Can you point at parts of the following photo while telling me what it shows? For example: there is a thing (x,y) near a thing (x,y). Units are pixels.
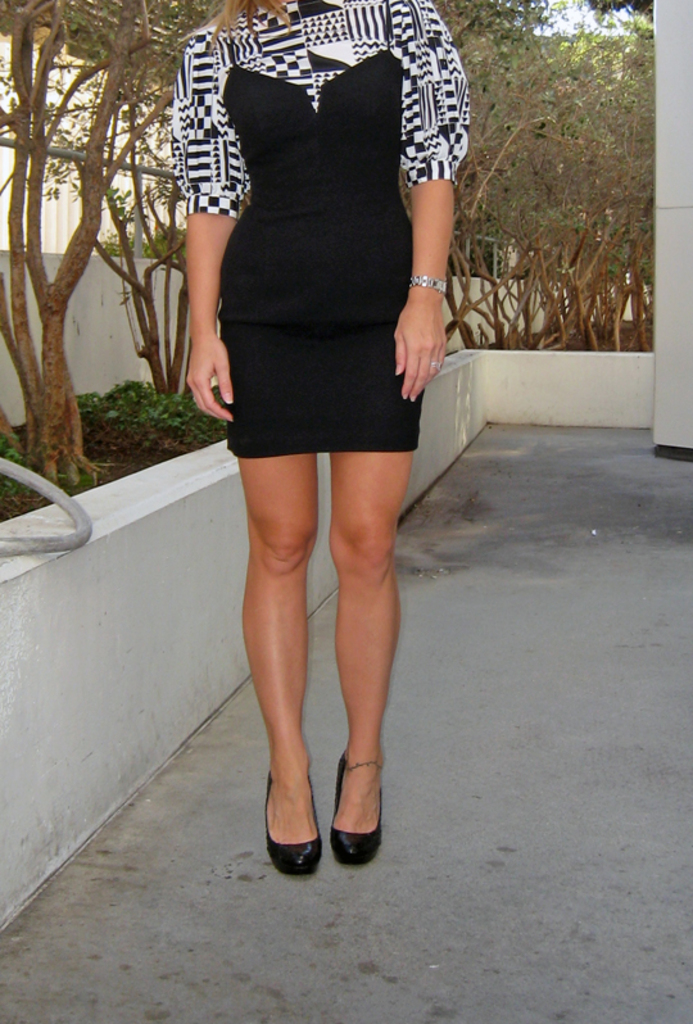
In this image there is lady (362,86) standing. In the background of the image (490,5) there are plants (27,445), wall (690,381). At the bottom of the image (438,910) there is floor (500,945).
